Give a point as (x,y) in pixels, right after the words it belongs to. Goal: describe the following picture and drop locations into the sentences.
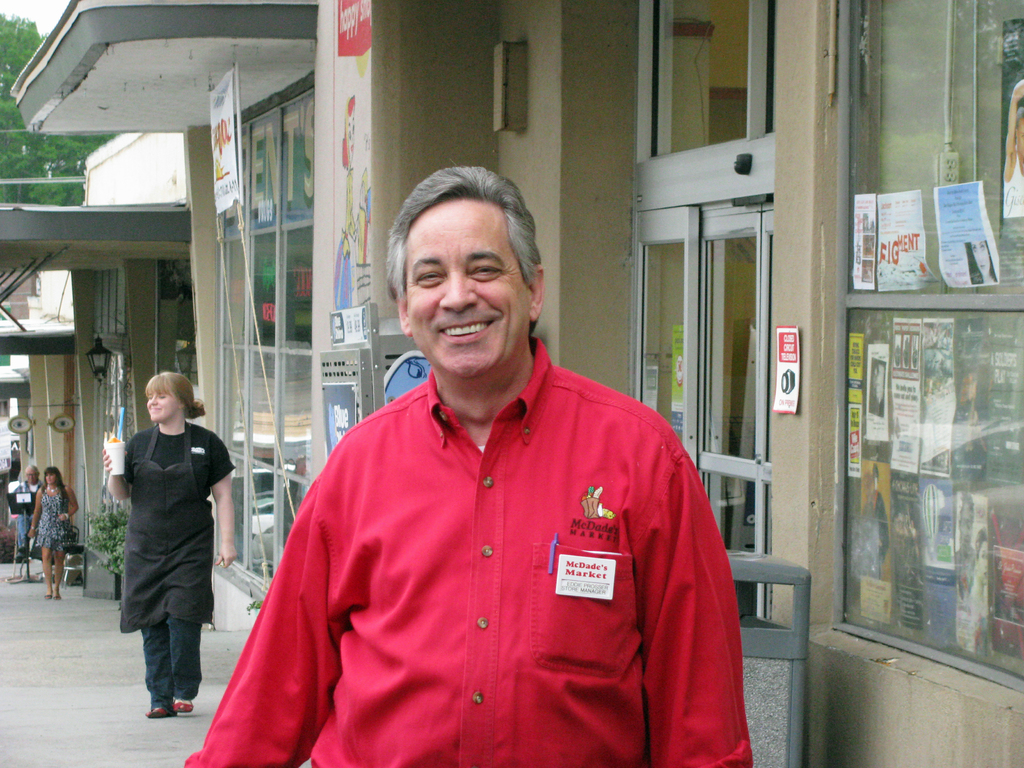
In this image I see a man (375,654) over here who is wearing red shirt (483,513) and I see that he is smiling and in the background (153,611) I see few people (171,522) on the path (134,743) and I see the buildings (582,359) and I see papers (980,284) on which there are words (897,256) written and I see the trees (64,151) over here and I see a plant (101,530) over here and I see a banner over here.
